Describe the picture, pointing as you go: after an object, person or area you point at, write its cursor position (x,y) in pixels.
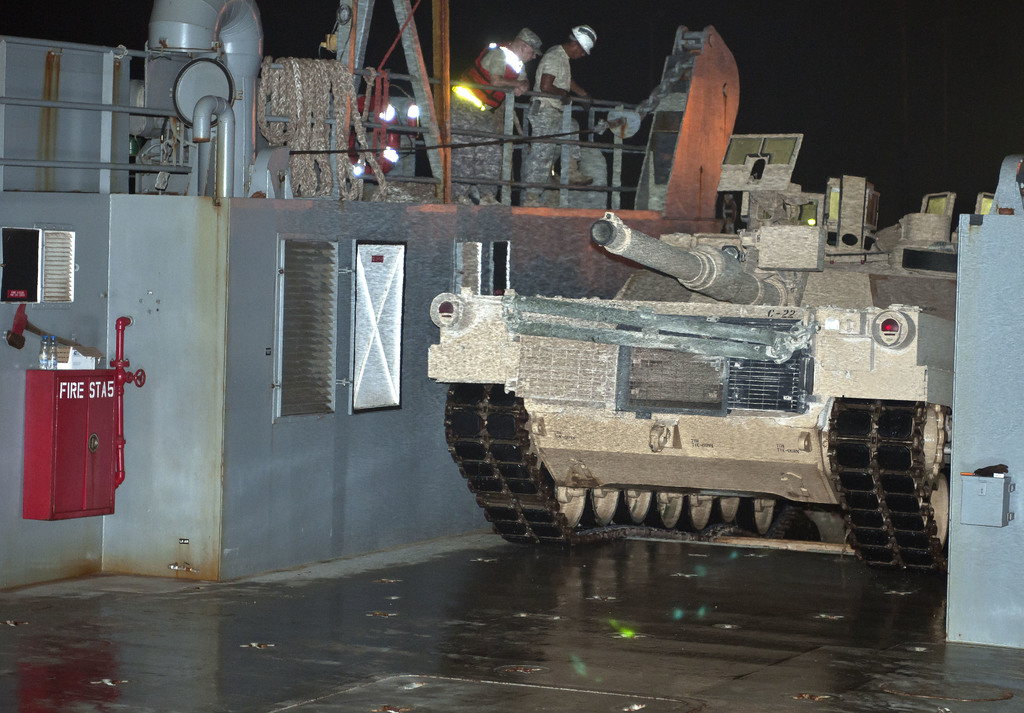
In this picture there is a military tank (625,477) and there are two persons (463,161) standing behind the railing (503,186) and there are pipes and there is an object (71,403) on the wall (162,455) and there is text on the object (95,405). On the right side of the image (999,510) there is a box (986,514) on the wall (1009,572). At the top (777,69) there is sky (822,73). At the bottom (584,610) there is a floor (735,576).
